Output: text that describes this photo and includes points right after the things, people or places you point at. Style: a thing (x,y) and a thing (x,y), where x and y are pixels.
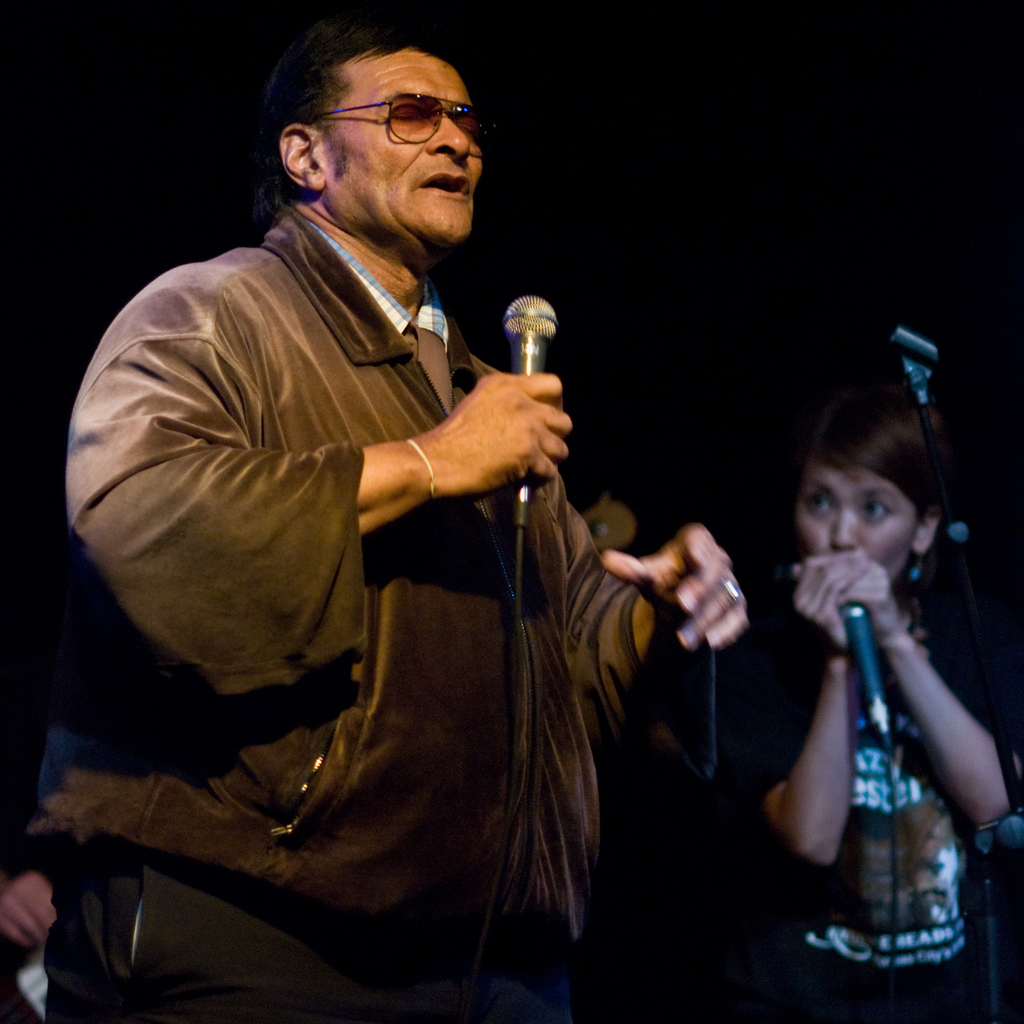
In this picture we can see there are two people (570,861) standing and holding the microphones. In front of the people (662,560) there is a stand (1019,837). Behind the people (408,506) there is the dark background (100,69).
